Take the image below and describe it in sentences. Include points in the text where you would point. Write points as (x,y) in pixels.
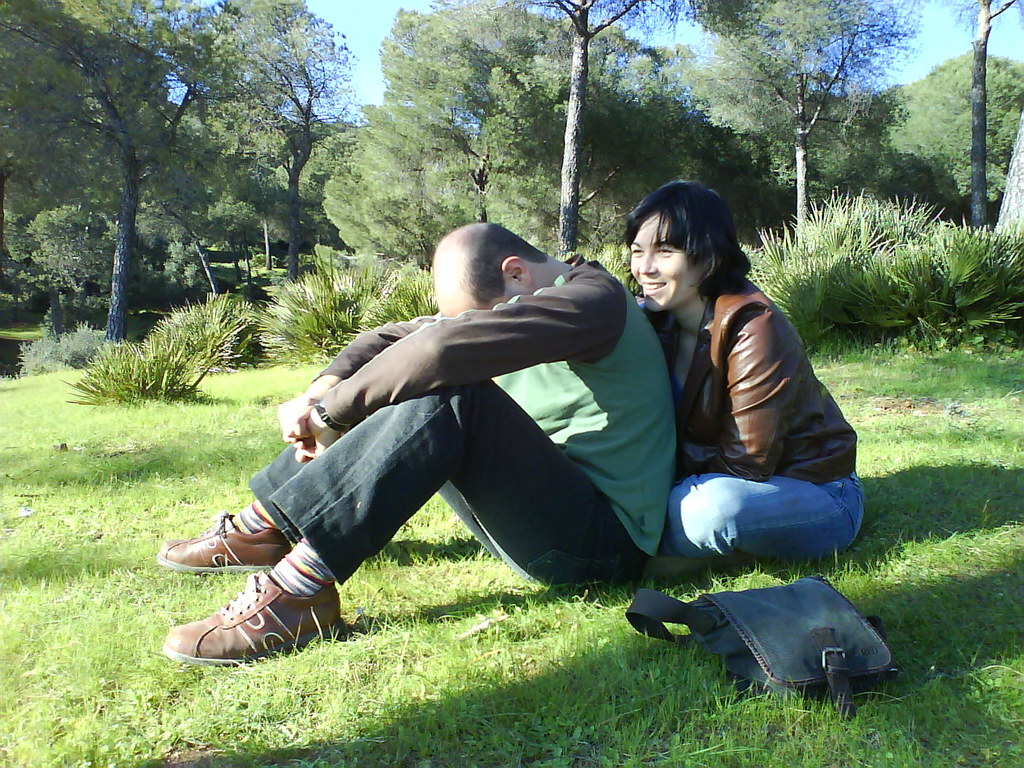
This image is clicked outside. There is grass (165,725) at the bottom (78,651). There are trees (564,173) at the top (306,209). In the middle (475,381) there are two persons (456,405) sitting. There is bag (820,601) at the bottom (813,587).
